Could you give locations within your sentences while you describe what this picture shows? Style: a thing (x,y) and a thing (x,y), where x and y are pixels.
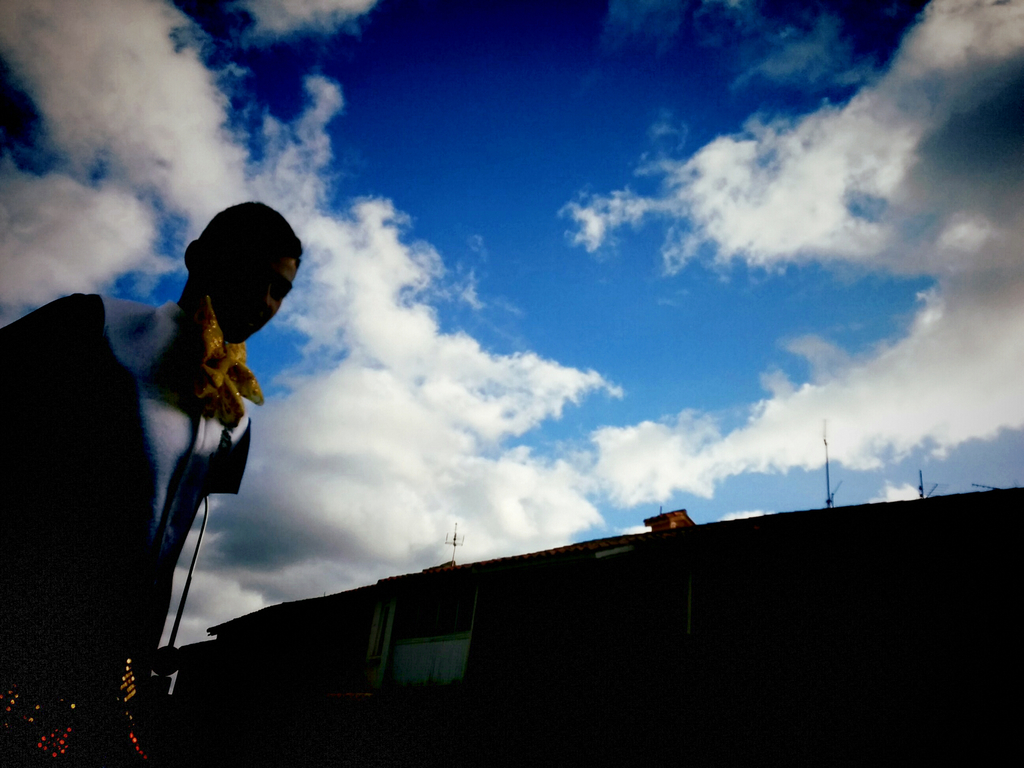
In this image there is one person (224,490) standing on the left side of this image (174,495) and there is a house (549,584) on the bottom of this image (644,628) and there is a cloudy sky (632,312) on the top of this image (617,172).
